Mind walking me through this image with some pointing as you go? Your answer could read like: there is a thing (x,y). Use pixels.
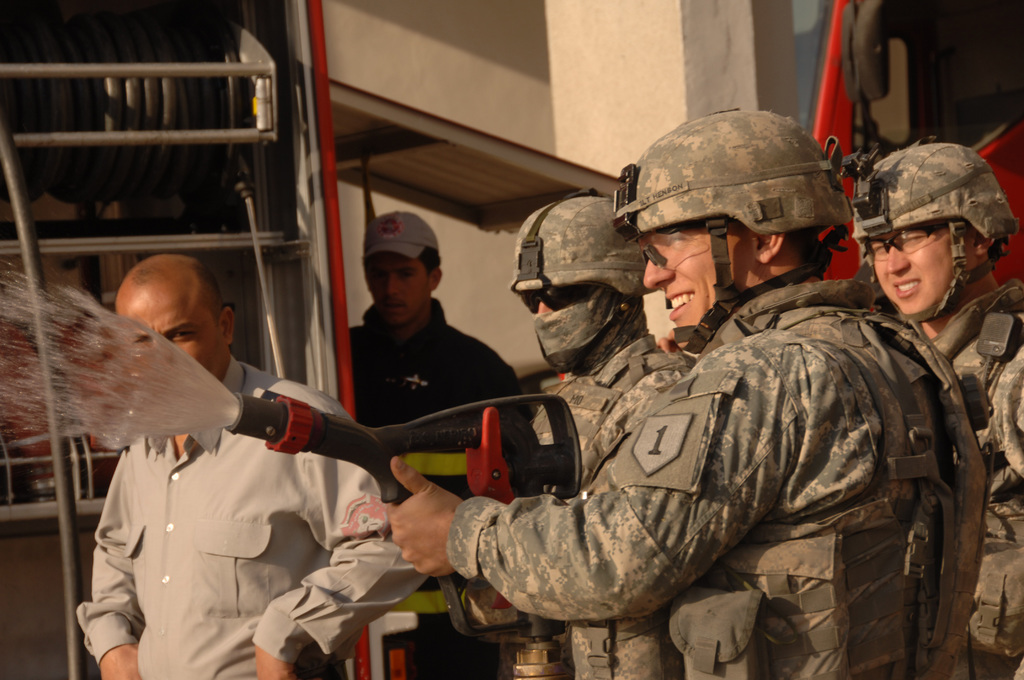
In this picture we can see some people (586,342) standing, three persons (740,317) on the right side (745,394) wore helmets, a person (700,558) in the front (701,595) is holding a water shooting gun (346,435), we can see water (177,405) on the left side (155,400), in the background (153,173) we can see pipes (132,109) and a wall (451,72), on the right side (887,66) there is a vehicle (902,58).
